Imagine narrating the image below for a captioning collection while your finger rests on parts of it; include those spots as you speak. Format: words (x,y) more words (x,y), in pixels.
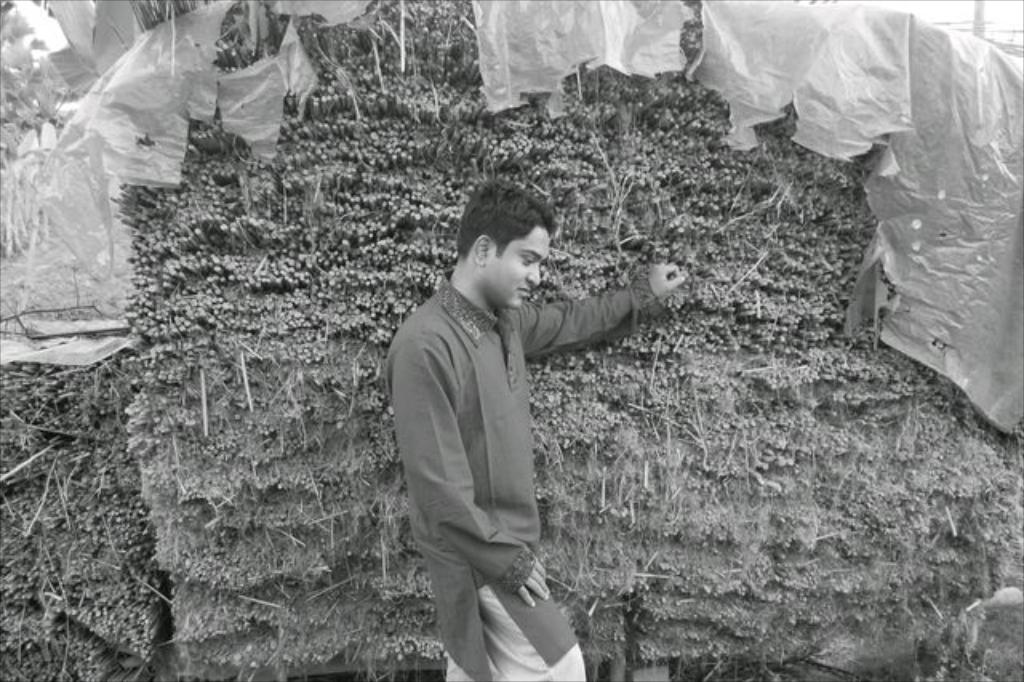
In this picture, we can see Person (544,318) and resting his hands (668,267) on the objects (435,173), and we can see the object (643,192) with cover (963,156) on it.
